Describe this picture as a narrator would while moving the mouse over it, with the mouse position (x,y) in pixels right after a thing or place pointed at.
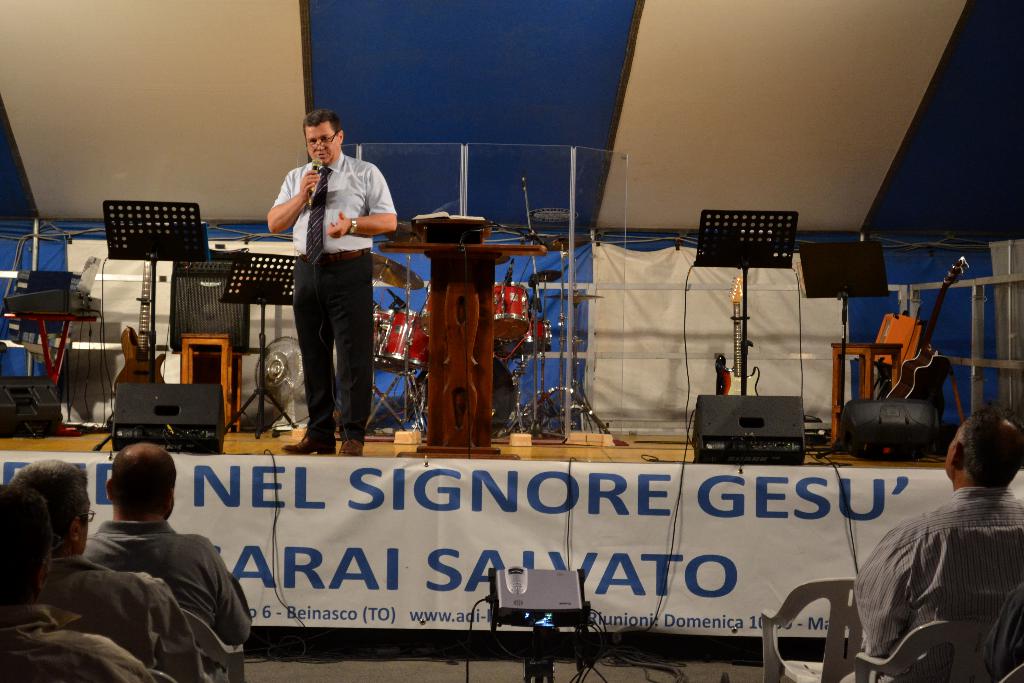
As we can see in the image there are few people (177,668) sitting on chairs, banner (344,514), projector (523,597), a man (328,343) standing over here and holding mic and there is a guitar (909,371), sound box (191,322) and musical drums (515,314) over here.
